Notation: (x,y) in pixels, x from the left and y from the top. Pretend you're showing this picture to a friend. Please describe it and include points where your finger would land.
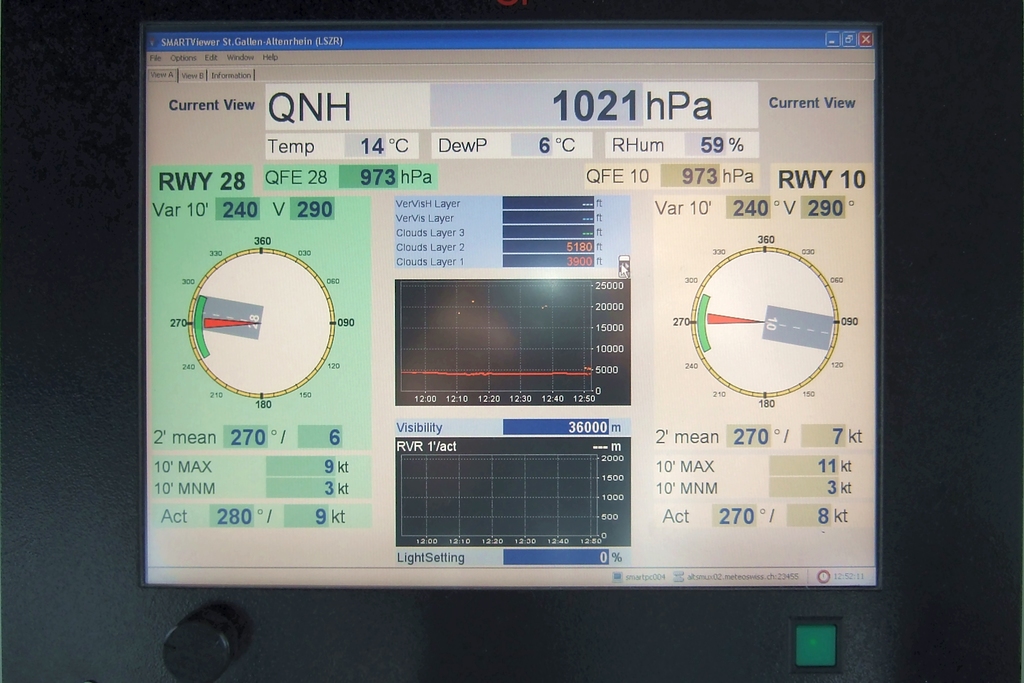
In this image I can see the screen (324,342) and I can see something written on the screen (457,382) and I can see the dark background (70,547). In front (803,636) I can see the button (809,649) in green color.
